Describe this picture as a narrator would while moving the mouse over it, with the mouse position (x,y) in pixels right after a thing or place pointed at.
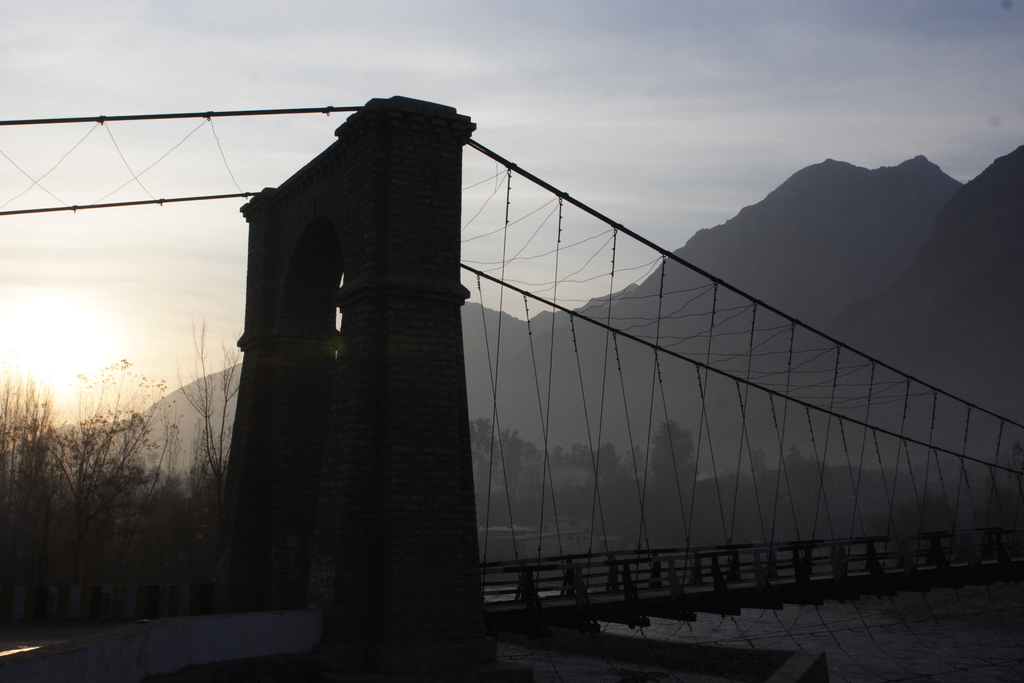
In this image we can see a rope bridge (343,500) on top of the water (718,626), on the other side of the bridge (364,459) there are trees (540,461) and mountains (777,276).
